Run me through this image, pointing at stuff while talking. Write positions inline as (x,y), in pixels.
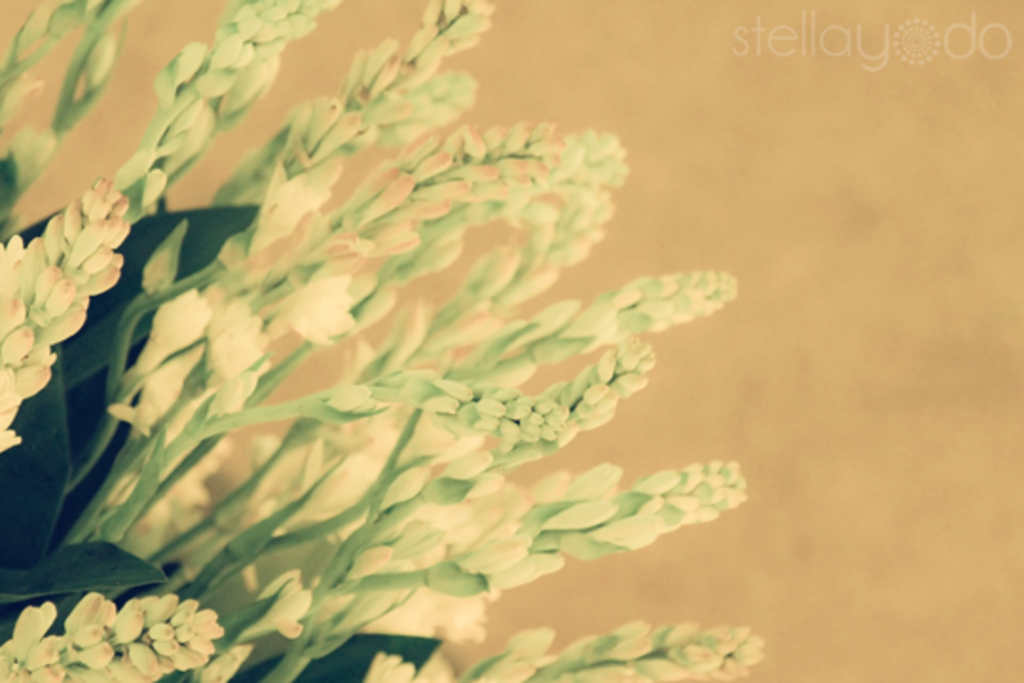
On the left side (264,286) there are flowers (294,301), in the top right (763,44) there is text (854,35), in the background (863,231) it is light golden color.
